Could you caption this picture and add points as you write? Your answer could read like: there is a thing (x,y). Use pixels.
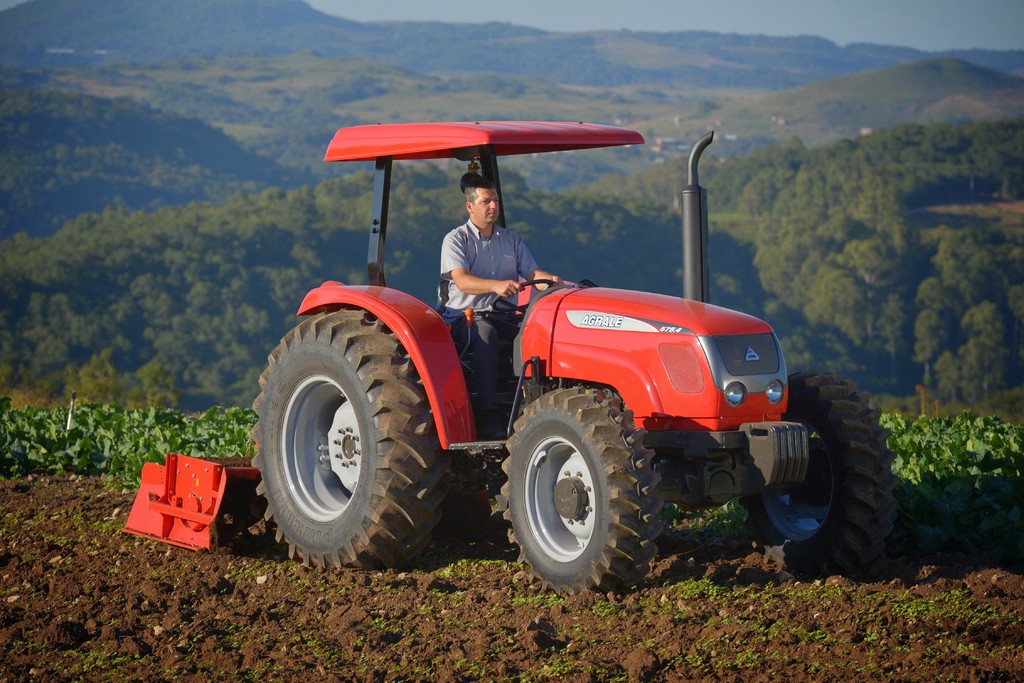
In this image we can see a man (474,303) is sitting on a vehicle (398,385). Background of the image (195,259) mountains (930,116) and trees (193,242) are present.
